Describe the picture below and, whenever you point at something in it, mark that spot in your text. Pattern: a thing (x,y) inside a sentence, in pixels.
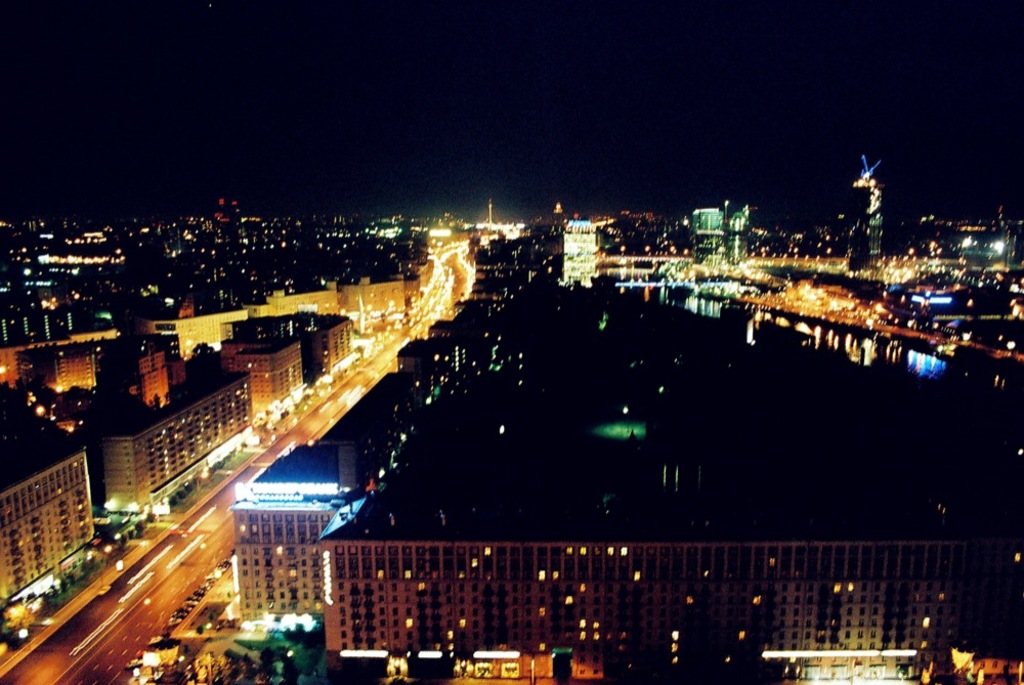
In this picture we can see a few lights (278,488) on the buildings (247,514). There are white lines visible on the road (116,648). We can see the dark view (559,60) on top of the picture (658,37).
